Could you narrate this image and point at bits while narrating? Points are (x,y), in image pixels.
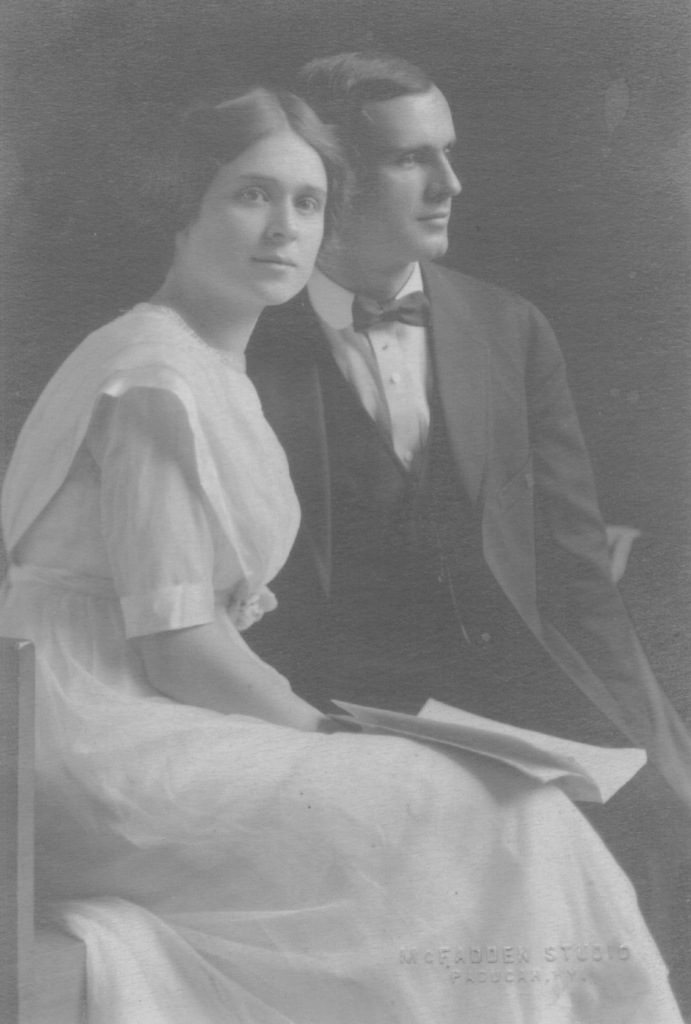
In this picture I can see there is a woman (304,800) sitting and she is wearing a white dress (562,794) and holding a book (590,763) and the man (363,220) is wearing black blazer (465,388) and he is looking at right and the backdrop (251,64) is dark.
